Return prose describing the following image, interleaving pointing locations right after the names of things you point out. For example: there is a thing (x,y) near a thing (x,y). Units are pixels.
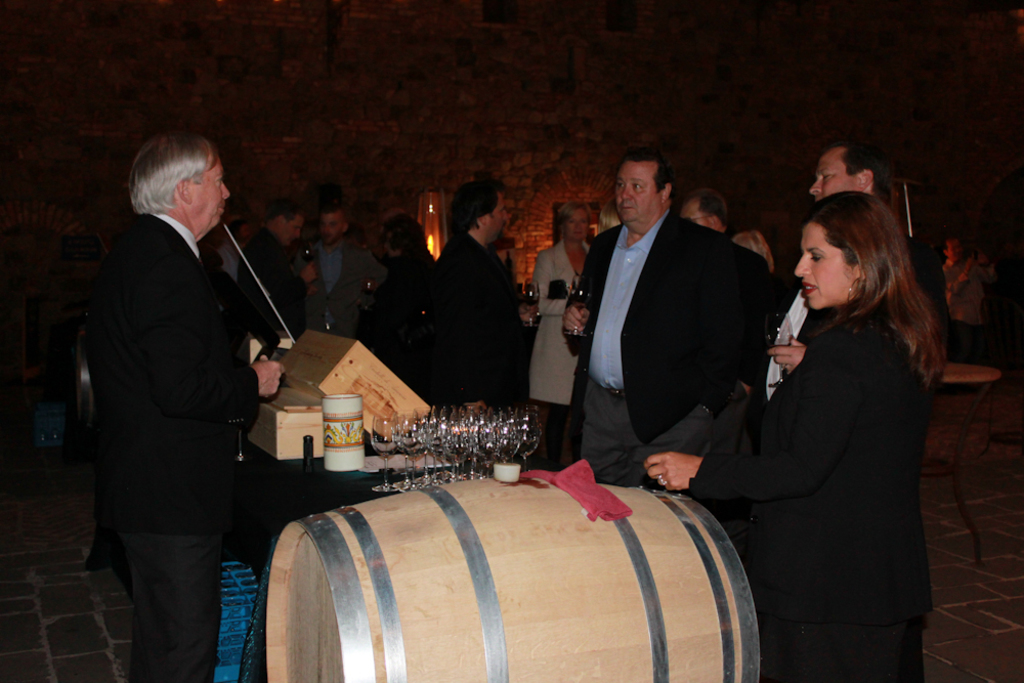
In this picture I can observe some people (411,360) standing on the floor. There are men (130,286) and women (885,407) in this picture. In the bottom of the picture (540,590) I can observe barrel (440,564). In the middle of the picture (496,429) I can observe some glasses (411,431) placed on the table (246,487). In the background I can observe wall (376,124).
